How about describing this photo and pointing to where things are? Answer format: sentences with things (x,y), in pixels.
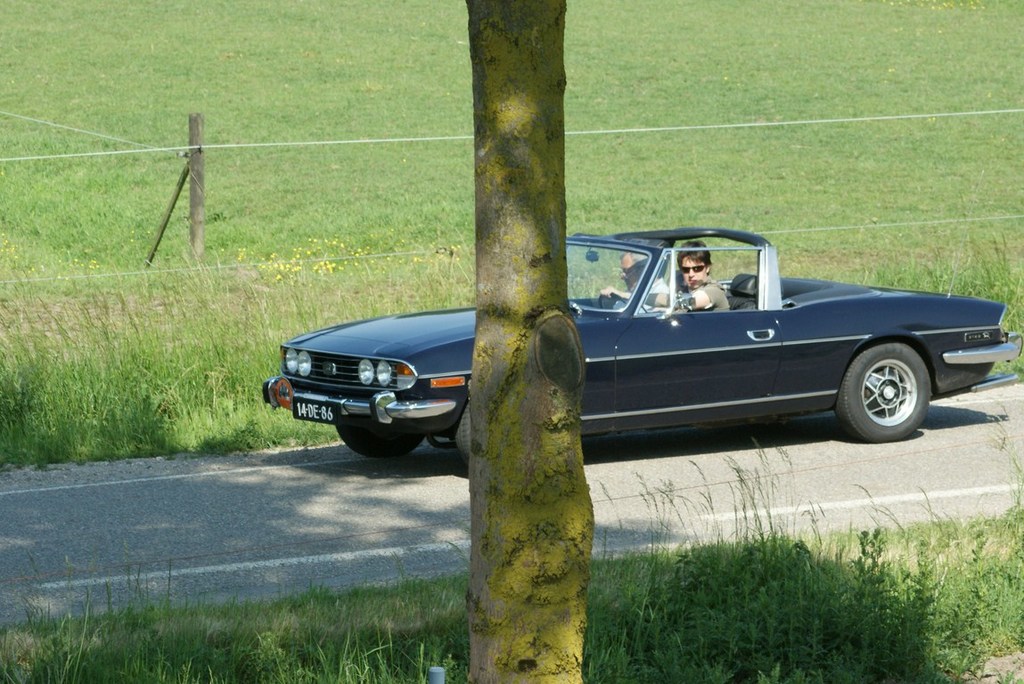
This picture is taken from the outside of the city. In this image, in the middle (546,315), we can see a wooden trunk (552,539). In the middle (415,316), we can also see a car (738,420) which is placed on the road (276,461), in the car (710,410), we can see two people (709,298). In the middle of the image (566,389), we can see a wooden trunk (515,423). In the background (374,176), we can see a grass (93,443).
